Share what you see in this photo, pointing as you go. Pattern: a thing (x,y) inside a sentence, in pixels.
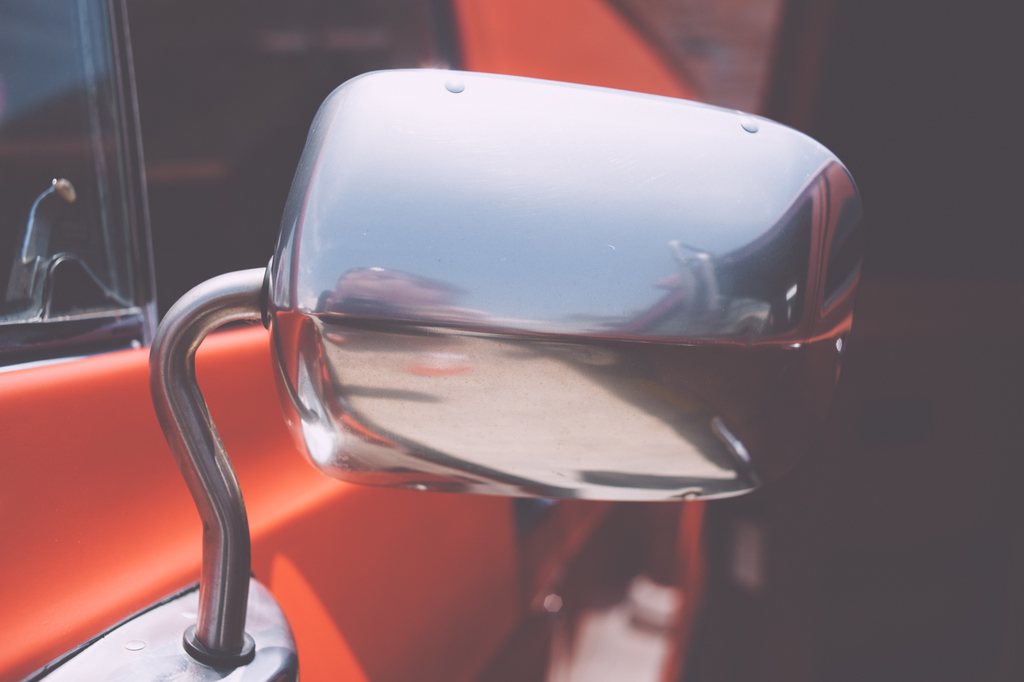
In the image there is a orange color car (427,676) with a silver mirror (557,341).
